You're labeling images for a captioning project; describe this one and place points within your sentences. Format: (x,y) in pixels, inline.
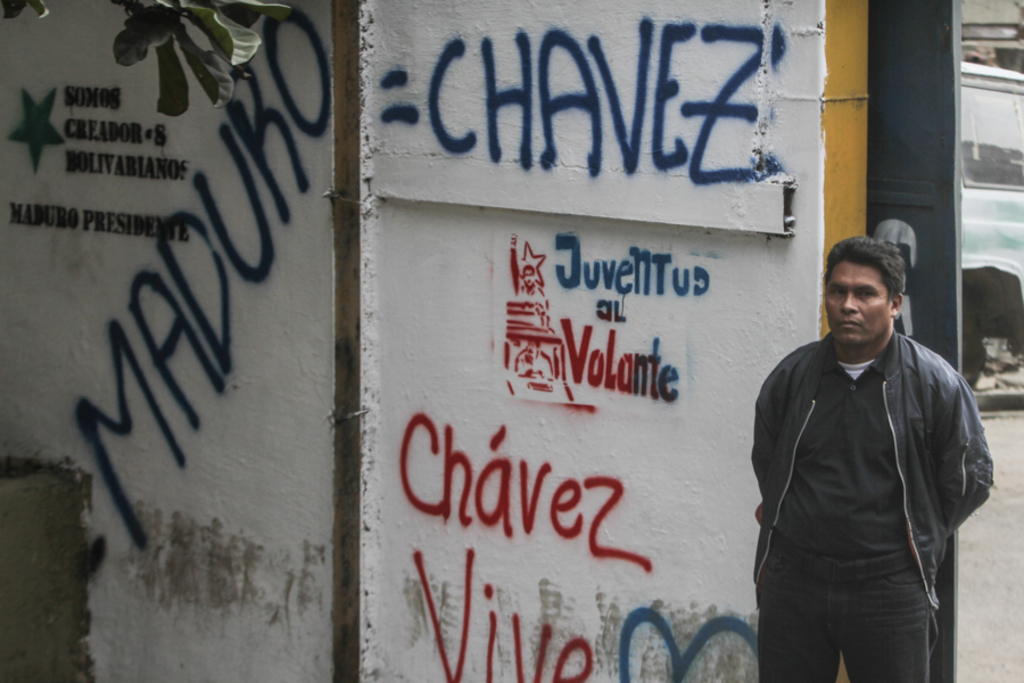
In the foreground of this picture (847,441), there is a man (935,509) standing near a wall (233,192) on which some graffiti paintings (658,99) painted on it. On the left top corner (179,75), there is a tree (173,5). In the background (990,215), we can see a vehicle (1010,333).
